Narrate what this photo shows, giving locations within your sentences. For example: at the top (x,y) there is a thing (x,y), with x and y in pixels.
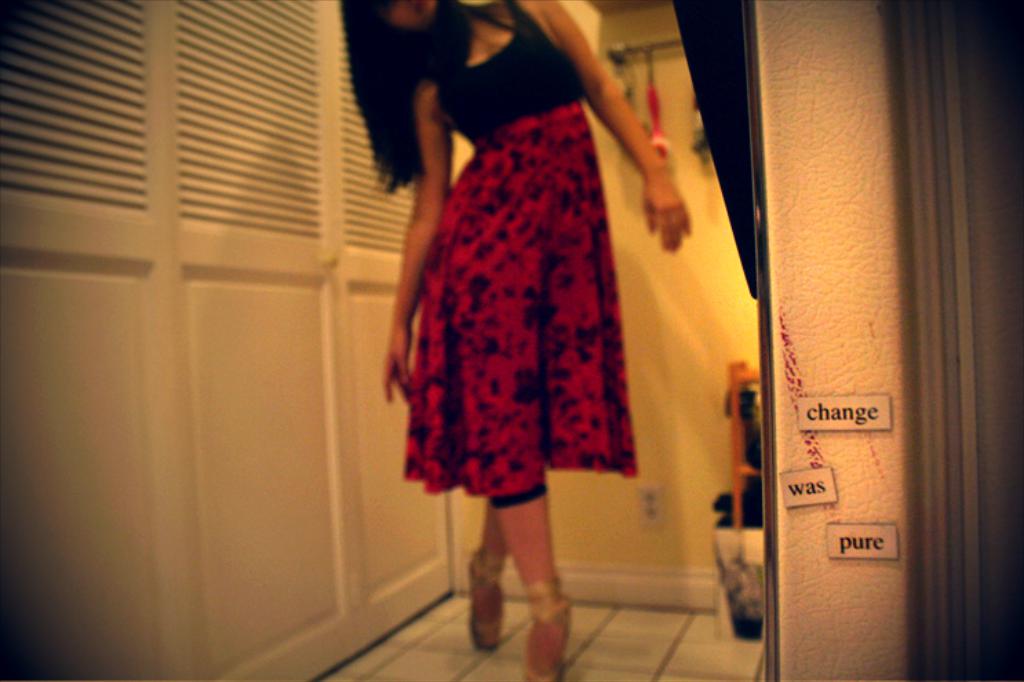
In the foreground of this picture (504,313), there is a woman (541,364) standing on the tile (625,652). On the right (887,405), there is a text paper (871,400) pasted on a wall (797,413). In the background (109,152), there are cupboards (246,168) and a wall (654,314).
